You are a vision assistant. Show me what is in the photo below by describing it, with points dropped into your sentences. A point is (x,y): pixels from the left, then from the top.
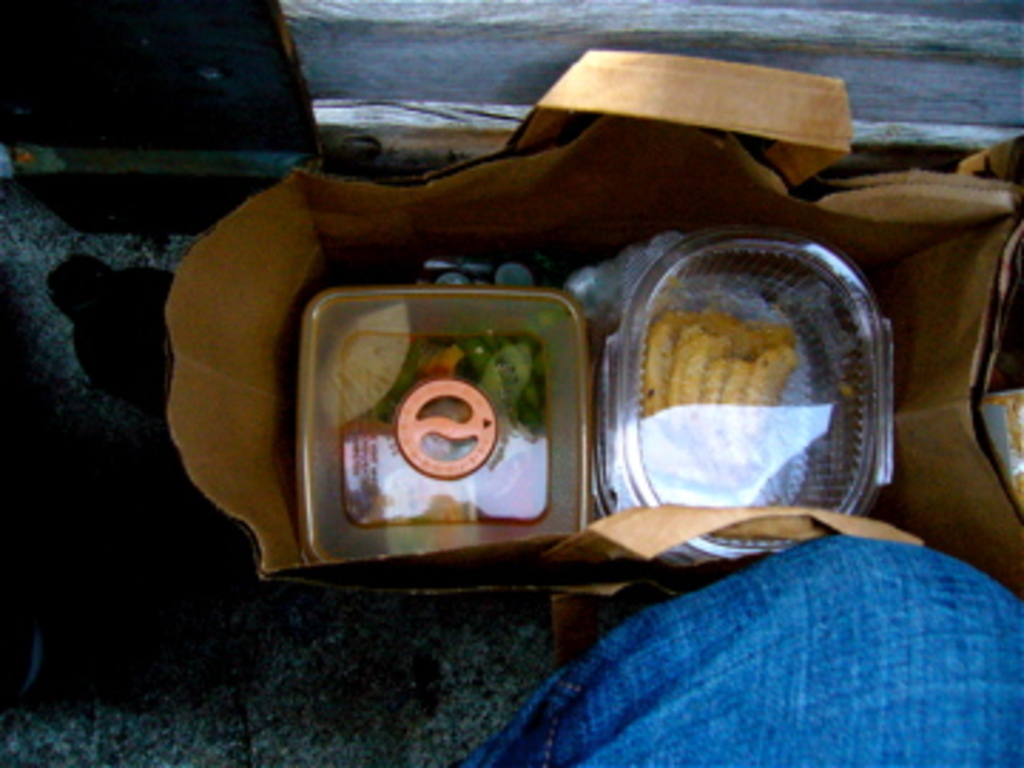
In this image, I can see a bag (744,170), with the boxes (582,376), which contains the food items (723,470). At the bottom of the image (731,665), I think this is a person (863,720). This looks like a wooden board (407,80). I can see an object (104,342) beside the bag (174,365).
